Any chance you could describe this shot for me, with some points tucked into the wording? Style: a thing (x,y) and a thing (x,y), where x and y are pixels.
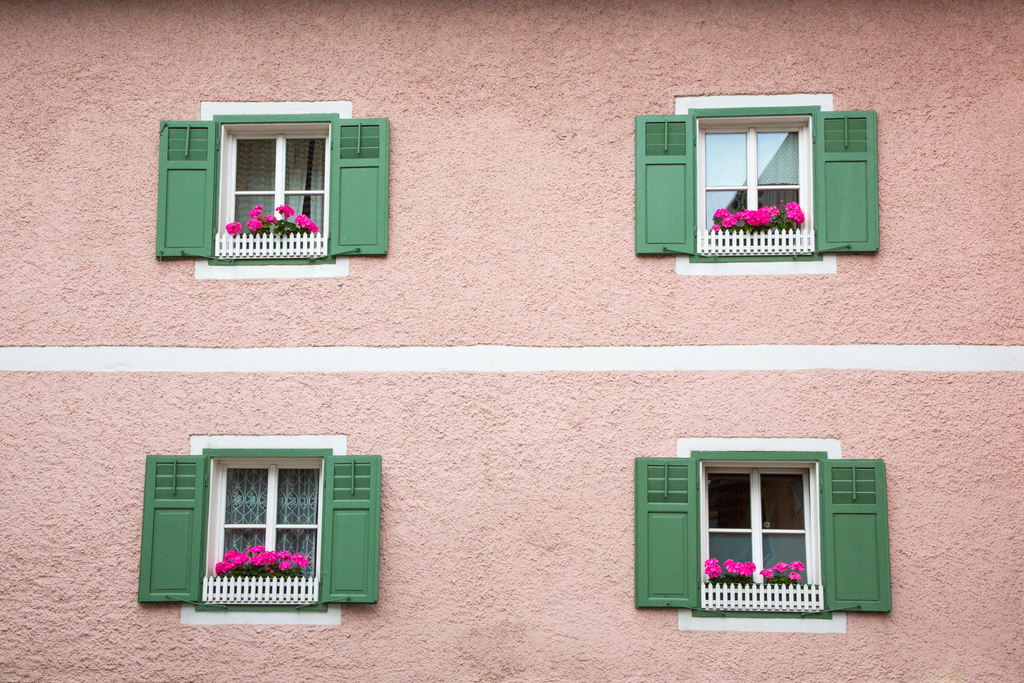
In this image there is a building (435,257) to which there are four windows (673,459). In front of the windows (336,557) there are flower plants (261,574).
